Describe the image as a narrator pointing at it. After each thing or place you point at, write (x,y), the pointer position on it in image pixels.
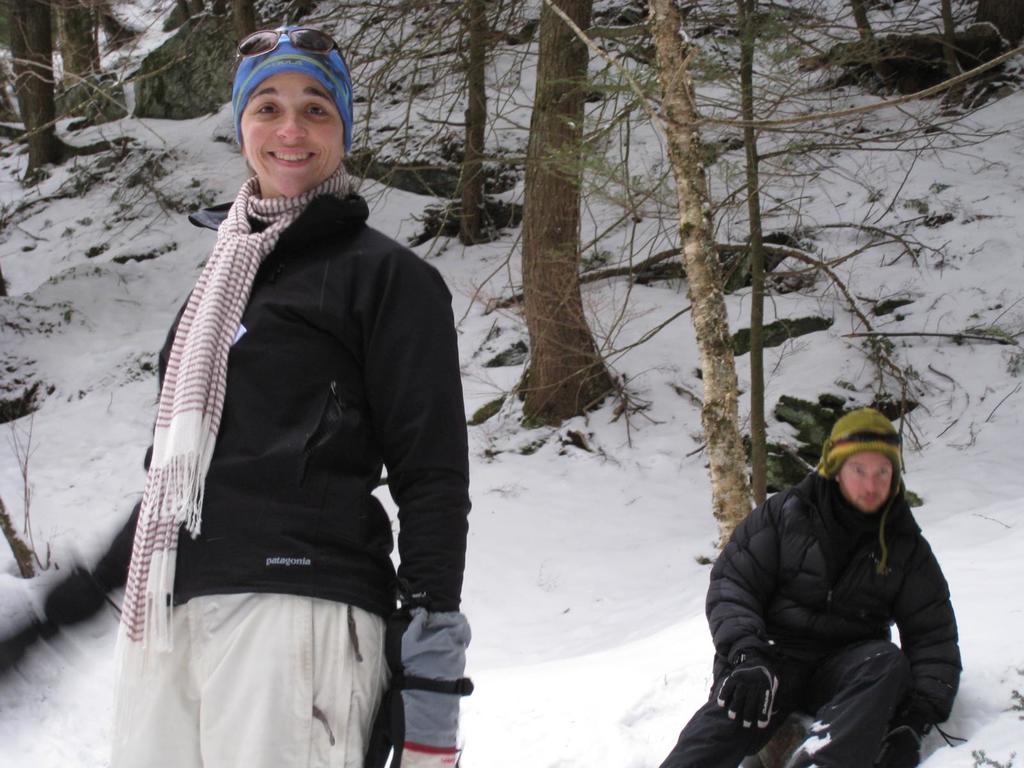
This image consists of ice (1017,519). There are trees (575,148) in the middle (563,371) and top. There are two persons (463,656) in the middle (458,473). They are wearing sweaters (461,537), caps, gloves (436,672).
